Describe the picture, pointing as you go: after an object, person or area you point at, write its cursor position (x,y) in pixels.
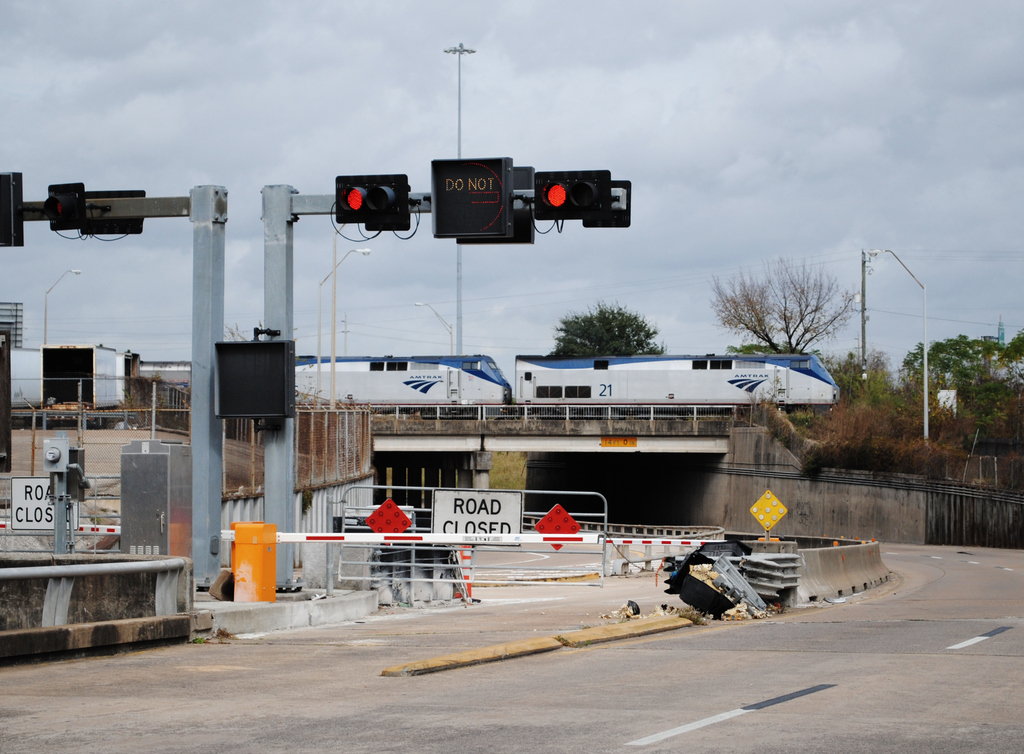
In this picture there is a train (610,402) on the railway track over the bridge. On the road (855,605) we can see the gate (428,549), traffic signals (338,183), fencing (697,538), traffic cones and dustbin (267,551). in the background (1015,451) we can see the electric poles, street lights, trees (596,314) and building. At the top (543,128) we can see sky (735,125) and clouds (756,123).
